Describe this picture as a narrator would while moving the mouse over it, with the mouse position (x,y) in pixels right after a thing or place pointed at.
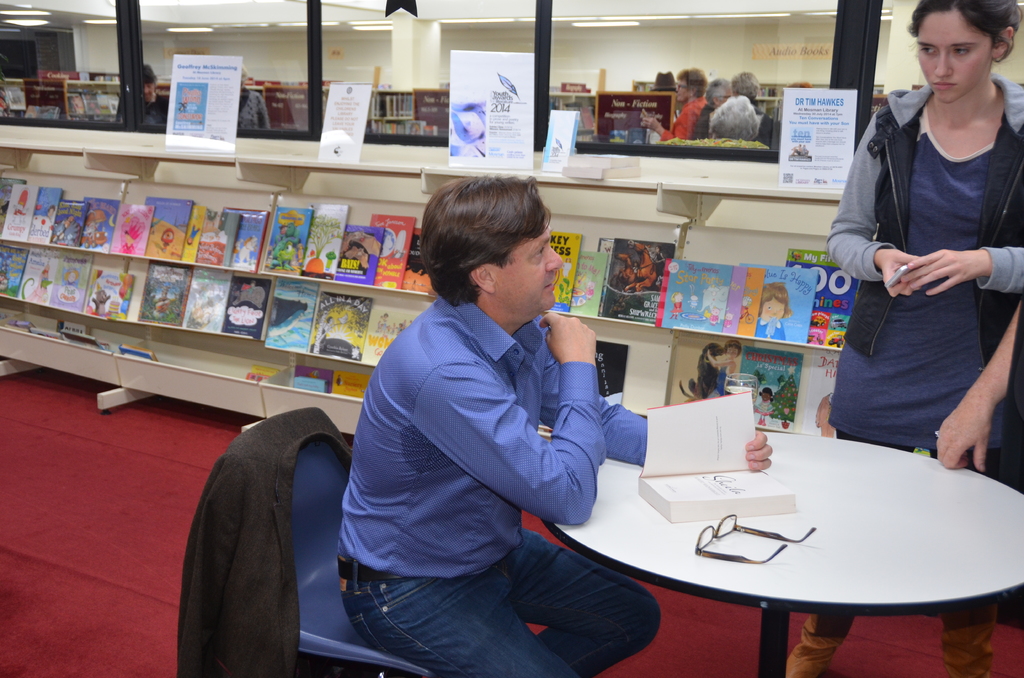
This is inside of a library (305,201). There is a rack (376,201) containing books (281,311). In the middle (408,448) there is a person (396,490) wearing a blue shirt (455,548). He is sitting on a blue chair (328,631). On the chair (308,619) a coat (254,539) is hanging. There is a table (856,549) in front of him. On the table (768,582) there is a book (708,451) and a pair of glasses (732,556). The person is holding the books front page (726,451). And a lady (913,414) is standing in front of the man (750,445). She is wearing a jacket (871,207). And other hand (1004,345) also visible from here. There are glasses (614,57). Through the glass (447,51) we can see people (728,101) standing in the other side. There are few other book racks (390,97) also. There is a red carpet (38,458) on the floor (98,468). There are lights (561,17) on the roof (251,13). These are few boards (518,108) and something written over there.
